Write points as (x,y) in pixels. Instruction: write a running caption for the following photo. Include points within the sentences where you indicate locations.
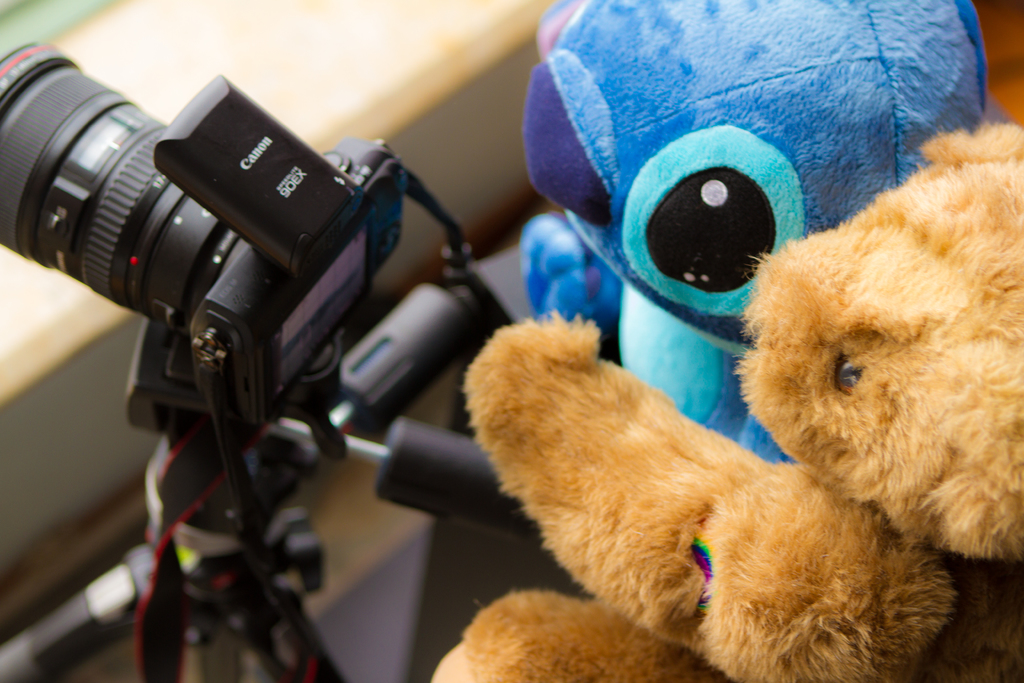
In this image in the front (732,438) there are dolls (764,386) and on the left side (262,306) there is a camera (237,261) which is black in colour with some text (248,160) written on it.
